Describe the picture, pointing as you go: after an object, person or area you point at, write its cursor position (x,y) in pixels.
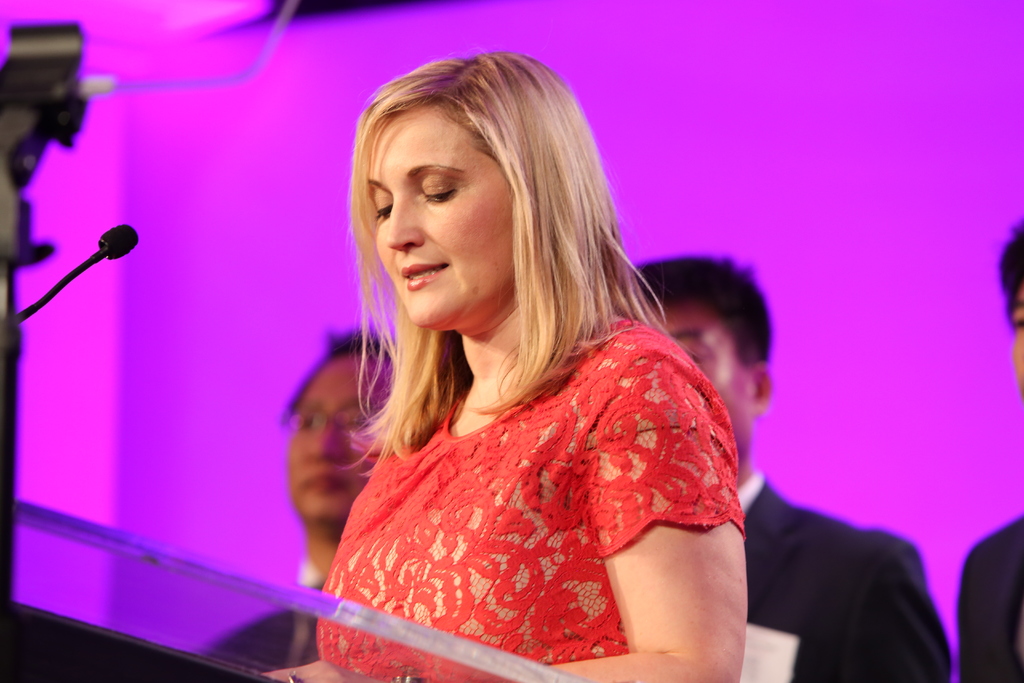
In this image on the foreground (511,312) a lady (506,493) is standing wearing red dress (519,528). In front of her there is a podium (96,536) on it there is a mic (108,240). In the background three men (806,558) wearing black suits (805,571) are standing.
